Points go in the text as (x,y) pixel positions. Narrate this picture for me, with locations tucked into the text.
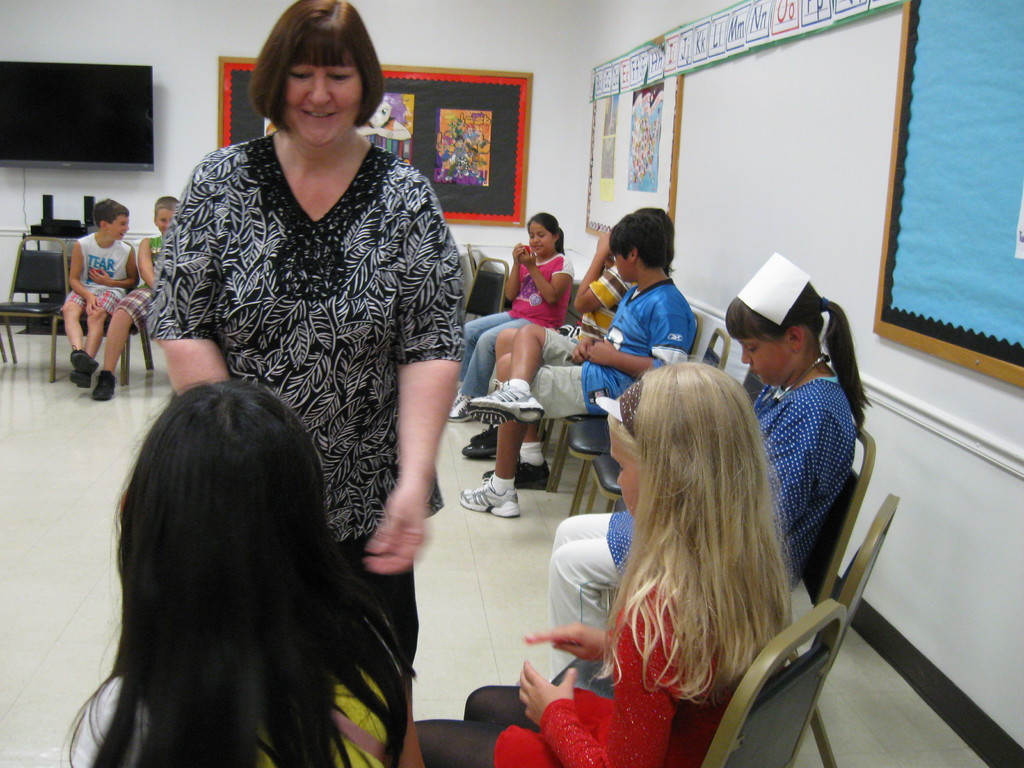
In this image I can see a group of people (635,336) are sitting on the chairs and one person (433,482) is standing on the floor (567,504). In the background (904,175) I can see a monitor (68,119), speakers (46,207), wall paintings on a wall (728,142). This image is taken may be in a hall (759,155).
